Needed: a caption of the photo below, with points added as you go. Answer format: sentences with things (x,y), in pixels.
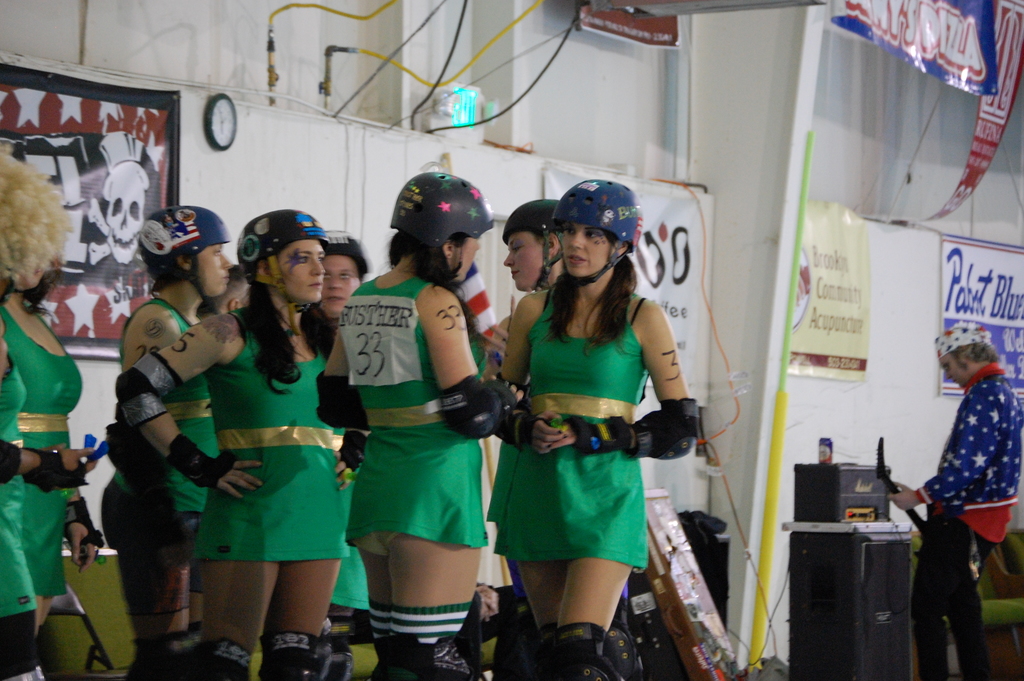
In the foreground of this image (532,538), on the left (200,512), there are women (120,545) standing, wearing green dresses (394,458). On the right (963,496), there is a man (981,561) standing and holding a guitar (923,550). In the background (797,196), to the wall (362,158), there are posters (133,179), banners (954,264), a clock (214,103), few cables (436,14) and few objects (707,642) on the bottom (728,639).
